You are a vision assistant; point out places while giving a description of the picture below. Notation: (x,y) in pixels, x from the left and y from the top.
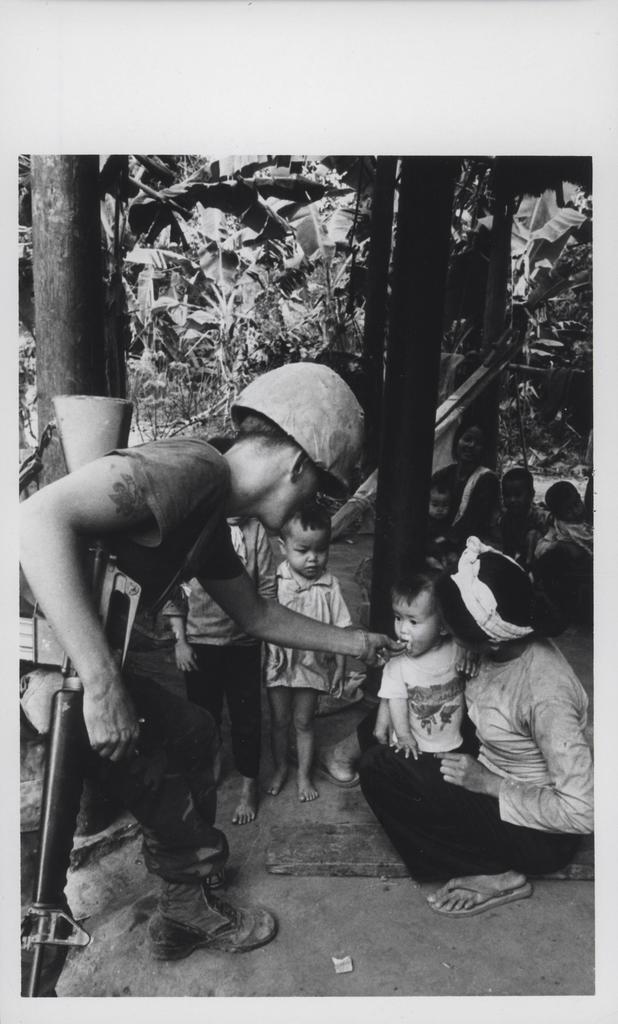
In this image there is a person (154,524) standing and feeding a baby (450,730) who is in the lap (459,840) of woman (437,834), beside them there are other people (472,531) standing.
